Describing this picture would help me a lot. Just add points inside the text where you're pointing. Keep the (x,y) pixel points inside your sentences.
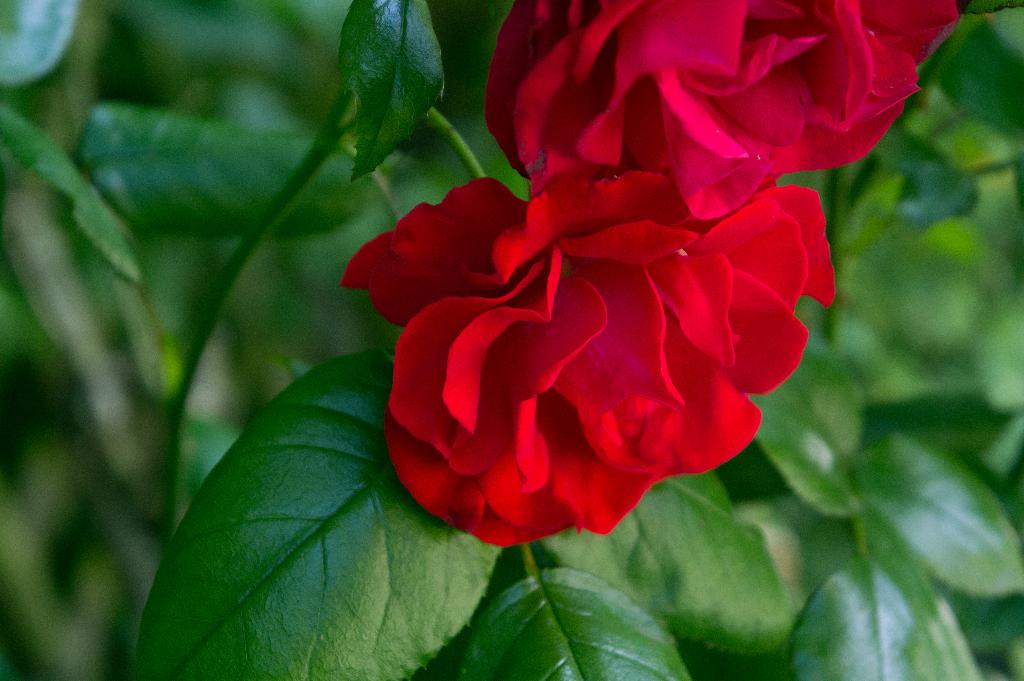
In this image we can see flowers (600,401) and plants (369,406).
